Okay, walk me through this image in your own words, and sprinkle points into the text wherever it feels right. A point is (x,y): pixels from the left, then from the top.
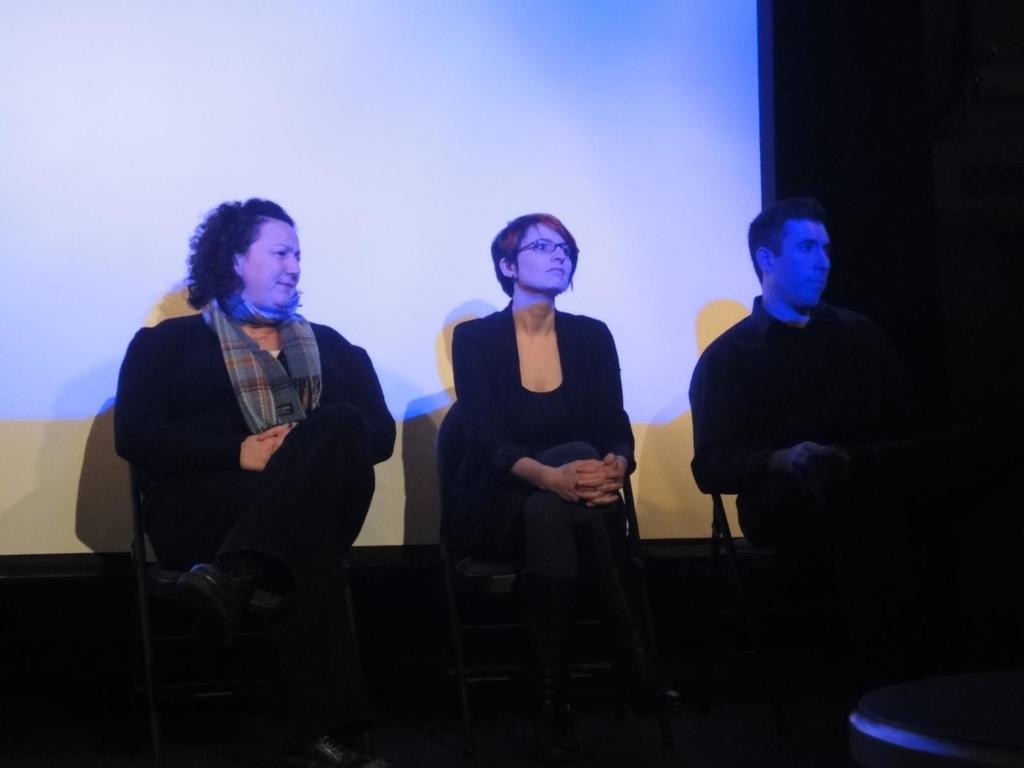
In this picture we can see three persons (319,471) sitting on the chairs (484,579). Behind the three persons (364,385), there is a projector screen (426,159) and a dark background (913,241). In the bottom right corner of the image (887,738), there is an object (929,726).
